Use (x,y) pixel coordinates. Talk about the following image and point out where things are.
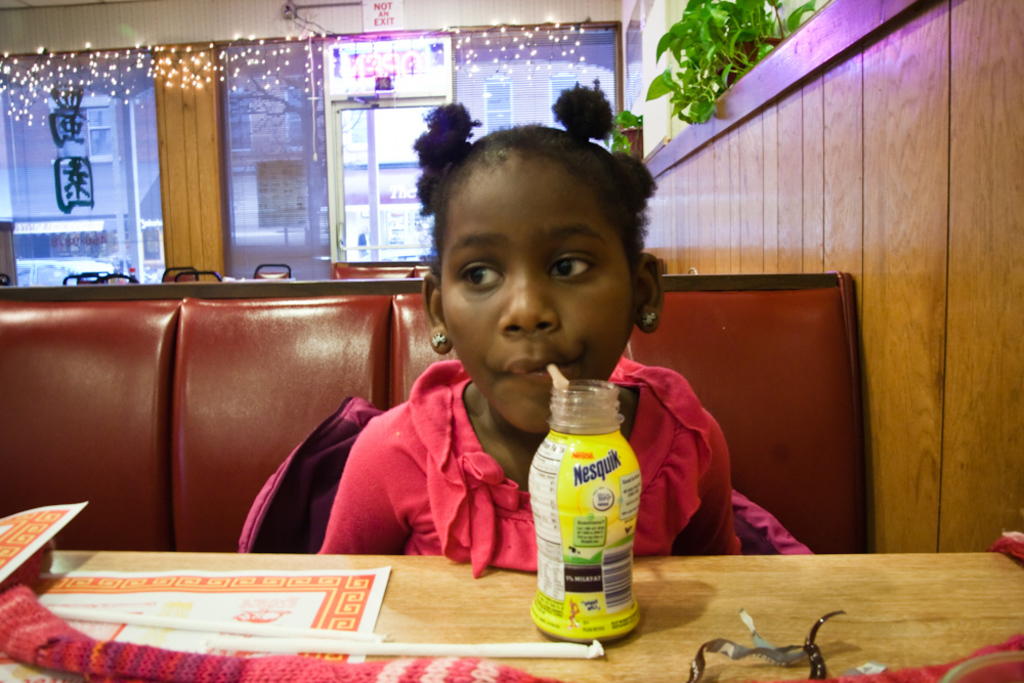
In this image I see a girl (571,338) who is wearing a pink dress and she is sitting on a couch (57,302), I can also see there is a table (625,643) in front of her on which there are straws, a bottle (630,629) in which there is another straw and that straw (557,380) is in the girl's mouth (531,367). In the background (780,76) I see the wall (111,43), lights (320,45) over here and I see the plants (741,24).
